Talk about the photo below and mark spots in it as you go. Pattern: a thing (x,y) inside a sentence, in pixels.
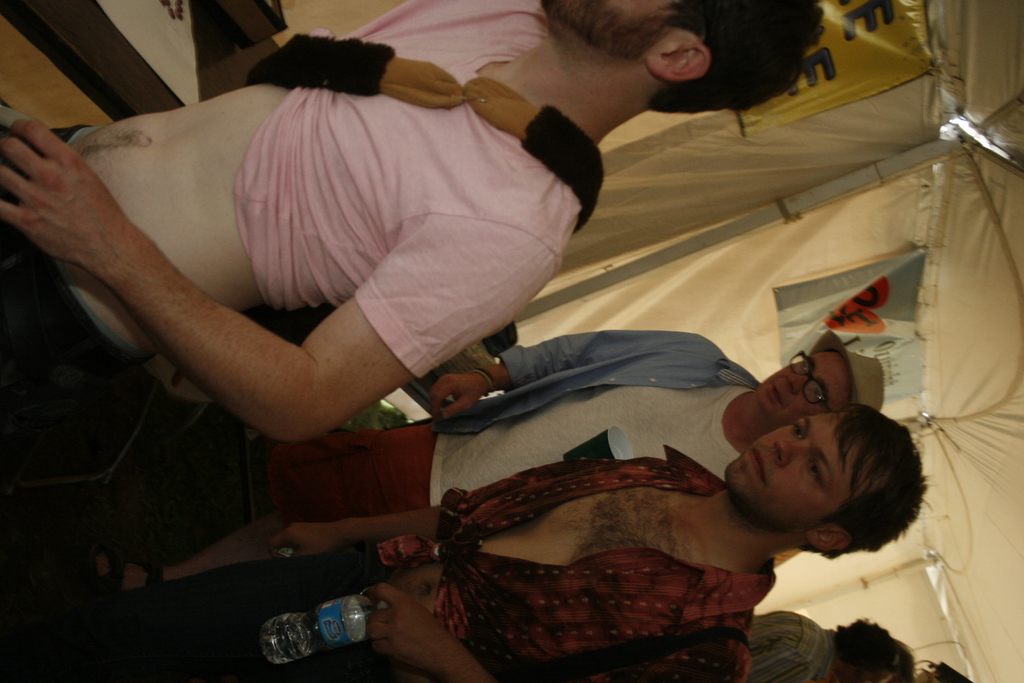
In the center of the image (356,306) there are persons (123,587) walking.
